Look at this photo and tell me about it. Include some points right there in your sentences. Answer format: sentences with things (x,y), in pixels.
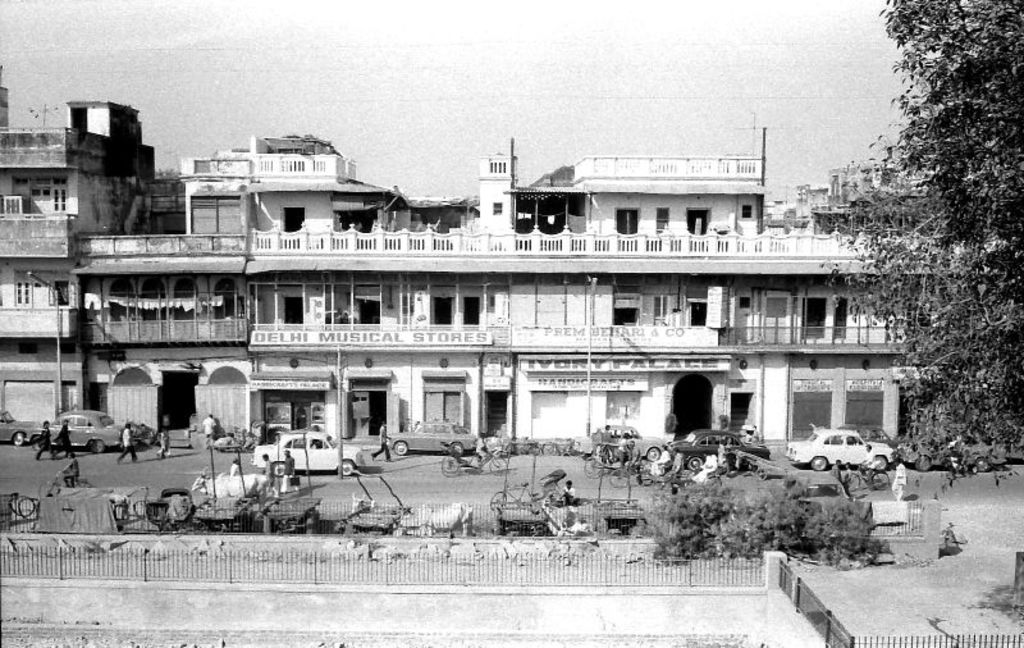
In the image in the center (530,304) there is a building (335,268), wall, fence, windows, doors (165,414), poles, trees (943,388), few vehicles (447,430) on the road (408,461) and a few people (701,469) were walking on the road (551,464). In the background (391,107) we can see the sky (488,98) and clouds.
